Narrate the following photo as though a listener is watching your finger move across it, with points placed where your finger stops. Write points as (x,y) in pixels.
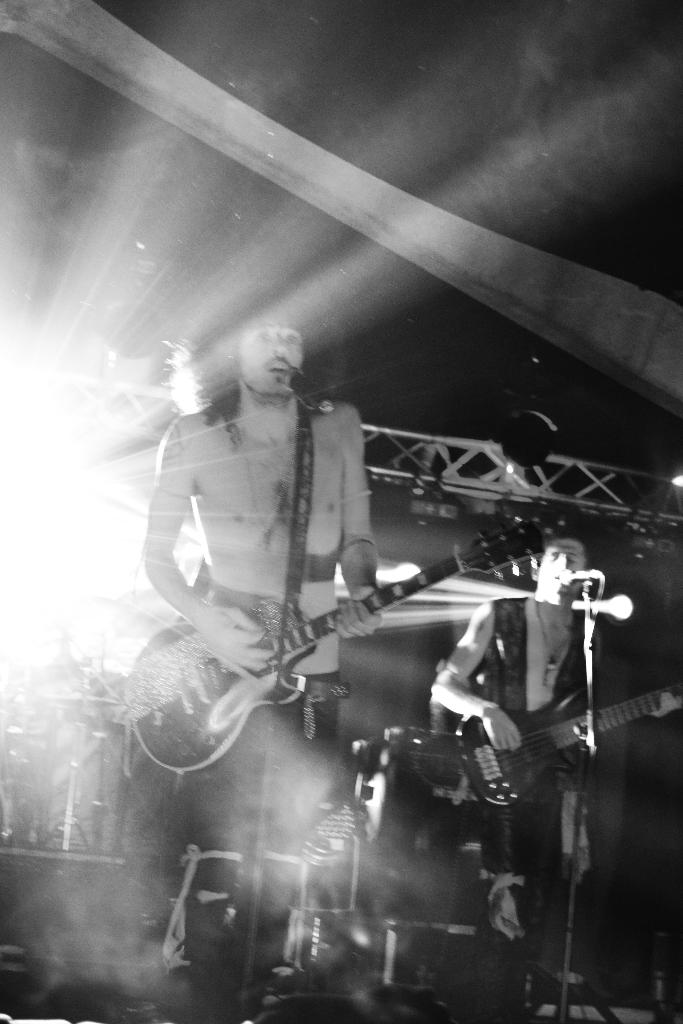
In the image we can see the black and white picture of people (468,706) standing and holding musical instruments (154,731) in the hands (259,647). Here we can see microphones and the light (40,567).
